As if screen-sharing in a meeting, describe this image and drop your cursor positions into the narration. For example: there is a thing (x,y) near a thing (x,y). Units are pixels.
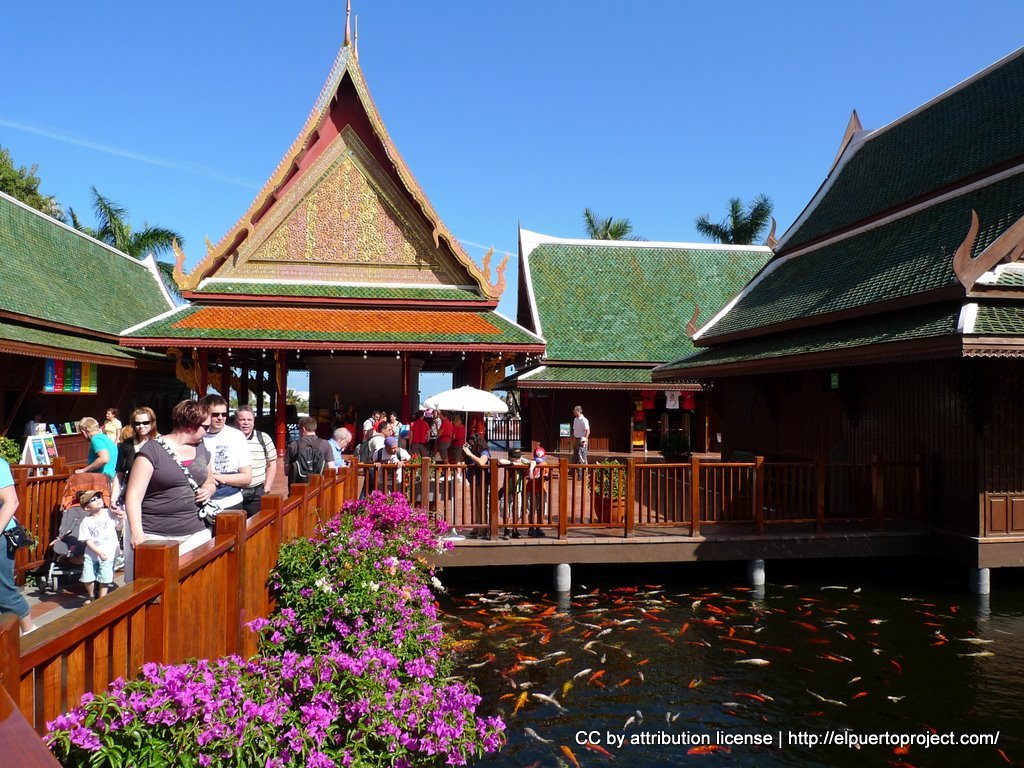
In this picture, we can see a few people (441,454), floor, fencing (435,497), buildings (358,434), trees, plants (409,628), flowers (431,604), water (629,637), fishes (646,616), stores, posters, and the sky (688,240).
